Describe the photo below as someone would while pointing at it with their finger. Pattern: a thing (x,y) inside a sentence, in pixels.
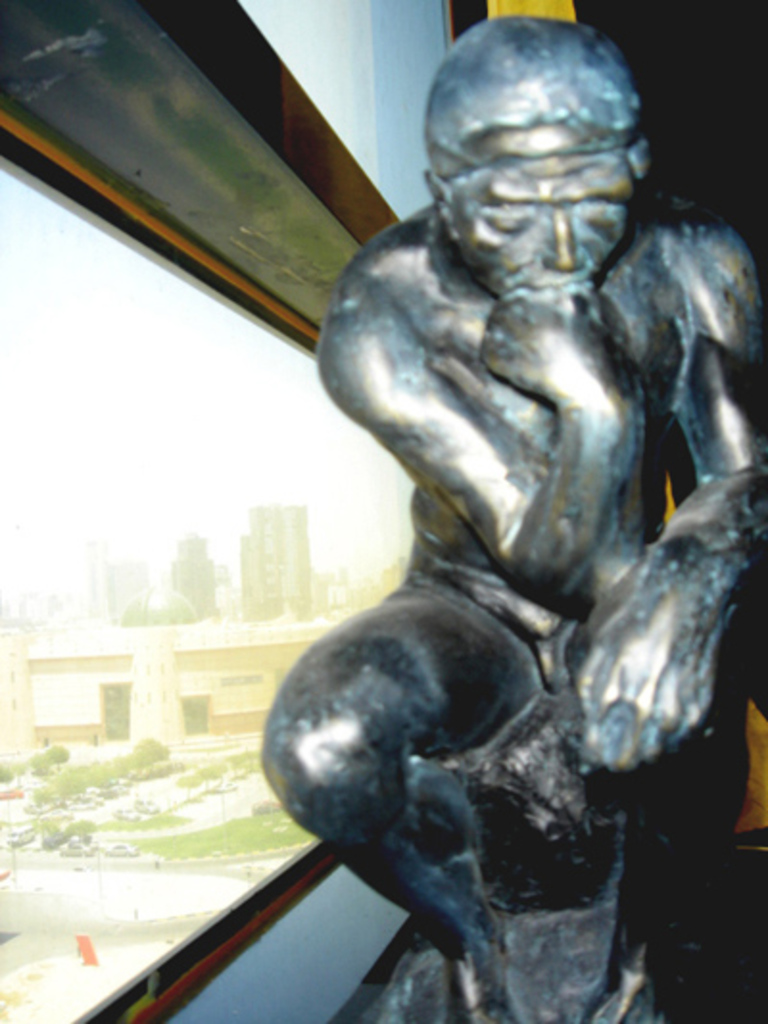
This picture might be taken inside the room (759,747). In this image, on the right side (583,103), we can see a sculpture (581,93), out of the glass window (274,629), we can see some buildings (165,617) and trees (102,775).
